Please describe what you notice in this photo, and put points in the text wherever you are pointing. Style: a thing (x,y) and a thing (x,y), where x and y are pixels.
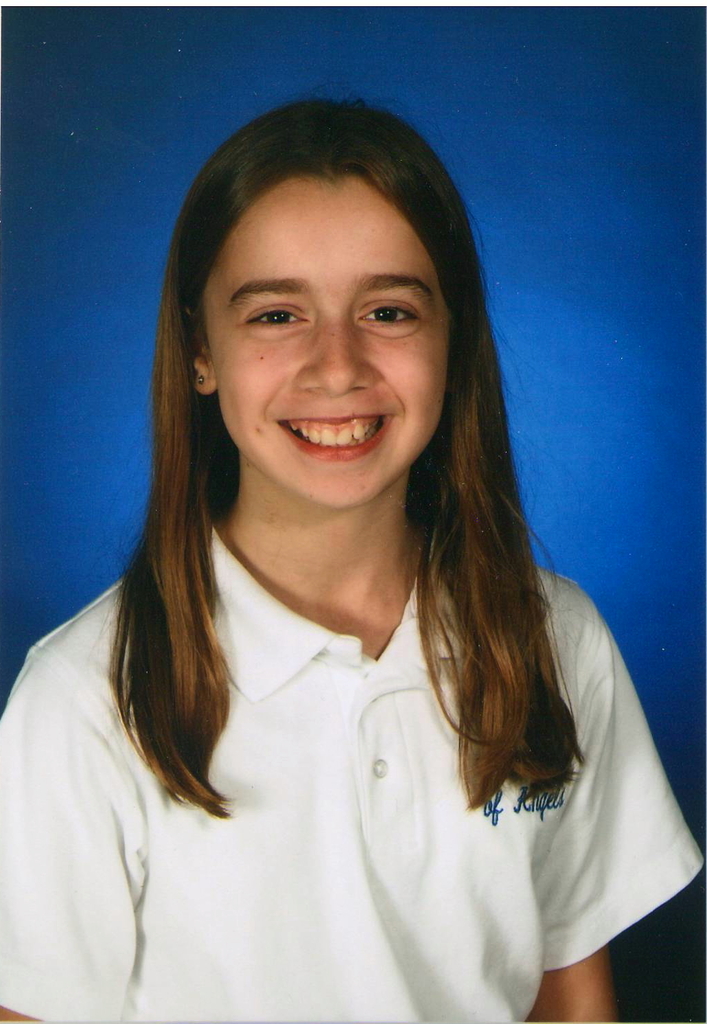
In this picture there is a girl (220,504) who is wearing a white t-shirt (332,780) and she is smiling. In the back (588,532) I can see the blue color.
